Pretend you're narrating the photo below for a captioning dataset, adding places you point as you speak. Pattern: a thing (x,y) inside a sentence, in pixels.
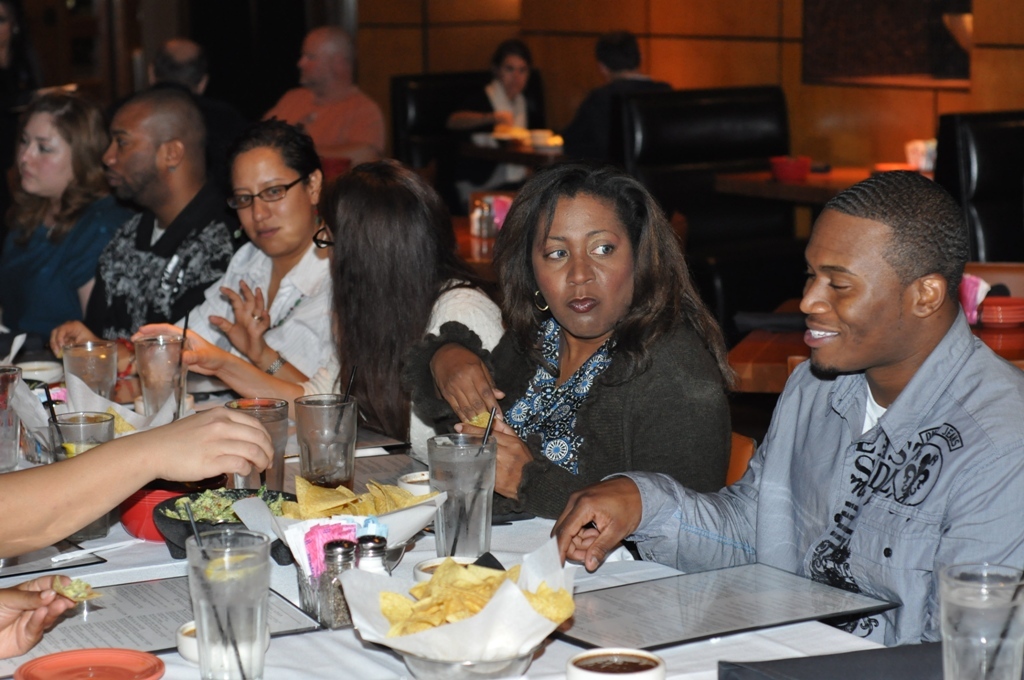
In this image we can see there are people (798,405) sitting on the chair (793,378). And in front of them there are tables (292,438), on that there are bowls (393,557), glasses (268,558), straws (218,623), papers (368,603), food items (613,670) and few objects (363,554). And at the back (549,63) we can see the wall (919,111).
